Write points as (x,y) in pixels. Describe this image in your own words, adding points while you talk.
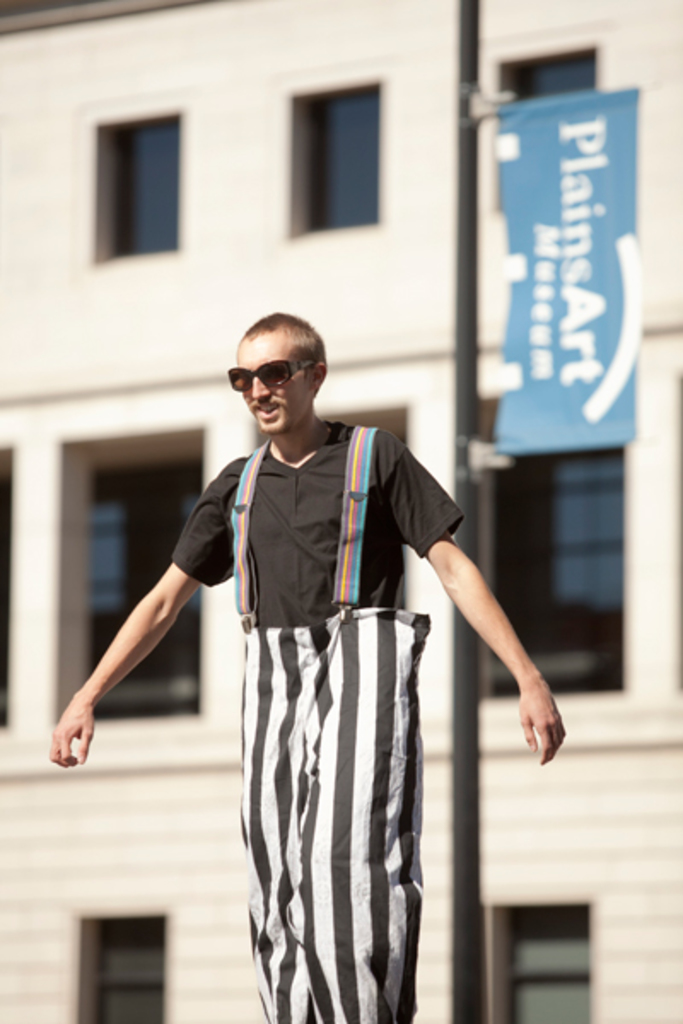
In this image in front (405,959) there is a person (249,488). Behind him there is a pole (475,918) with the banner (540,336). In the background (49,210) there is a building (136,901).
